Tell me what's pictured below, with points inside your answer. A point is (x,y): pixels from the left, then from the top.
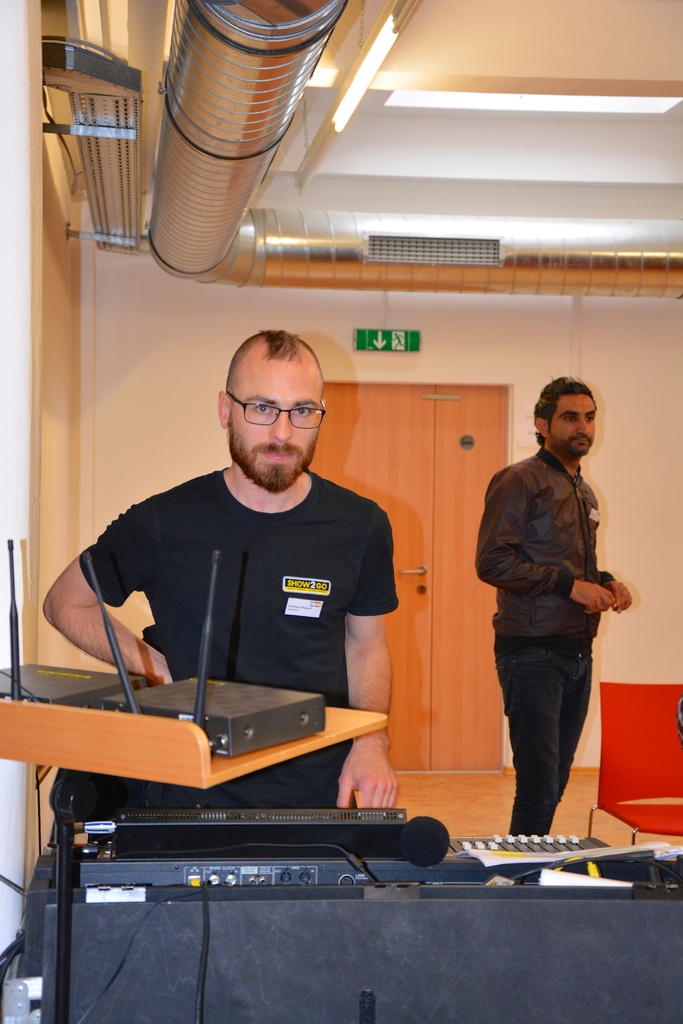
In this image we can see two persons (364,680). We can also see some instruments (385,861) on the black color table (405,900) and there are two black color boxes (170,688) on the wooden surface (174,730). In the background (409,327) we can see the wall (448,372), door (427,434), chair (672,690) and at the top (461,76) we can see the ceiling (453,90) with the lights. We can also see the pipes (184,178).
